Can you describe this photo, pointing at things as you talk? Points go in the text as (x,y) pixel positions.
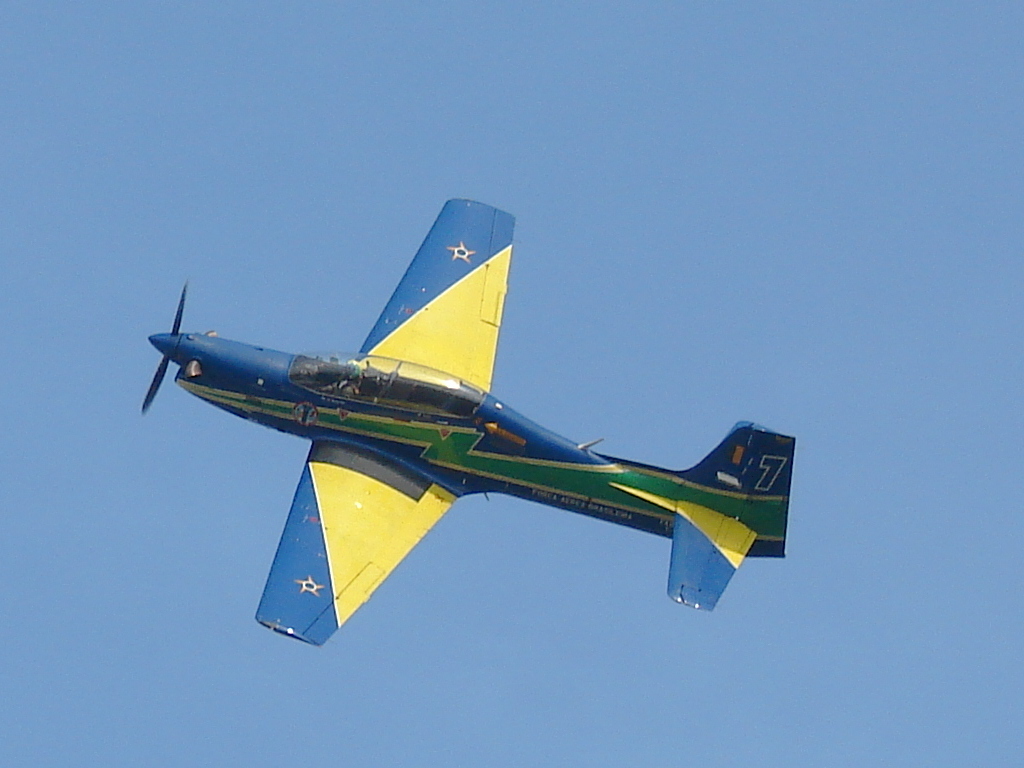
In this picture I can see an aircraft (506,458) in the sky (502,506).
